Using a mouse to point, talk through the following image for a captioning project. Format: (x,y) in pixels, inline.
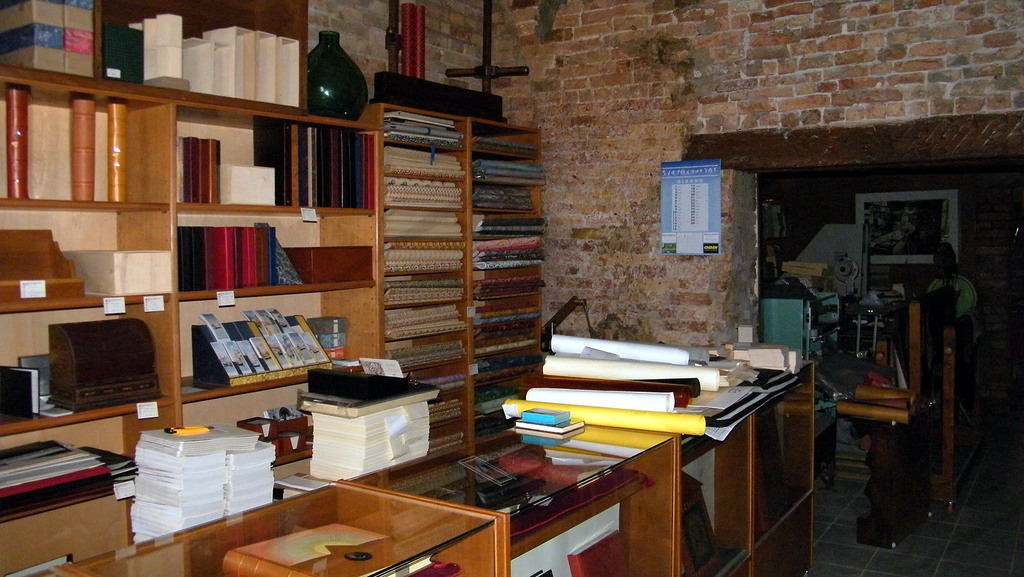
In this image we can see a group of charts (587,422), books (539,416) and papers (724,409) placed on the tables (338,493). We can also see a group of books (356,149), a vase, metal poles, a device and a cardboard box (234,196) which are placed in the shelves (269,219) and a calendar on a wall (650,313). On the right side (901,457) we can see a machine (820,421) and some objects (913,408) on the surface (1004,429) and a board (906,240) on a wall (974,203).
